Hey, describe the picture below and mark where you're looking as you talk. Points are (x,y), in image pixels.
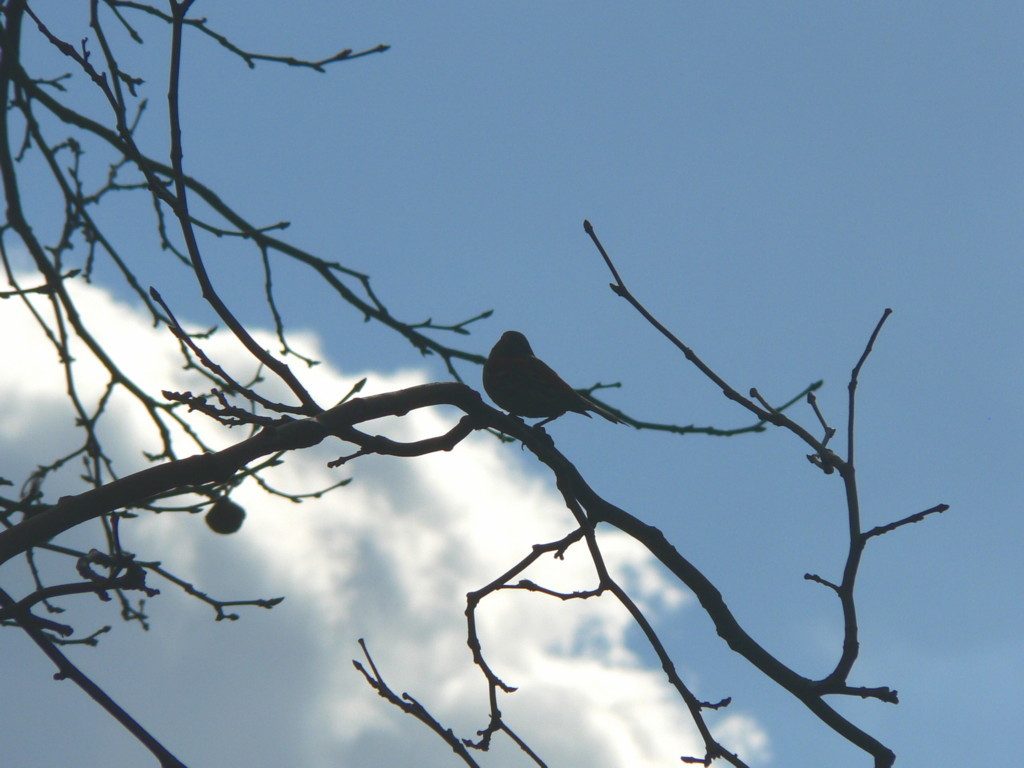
In this image we can see a bird (516,371) sitting on the stems (113,498) and we can also see the sky (318,469).
